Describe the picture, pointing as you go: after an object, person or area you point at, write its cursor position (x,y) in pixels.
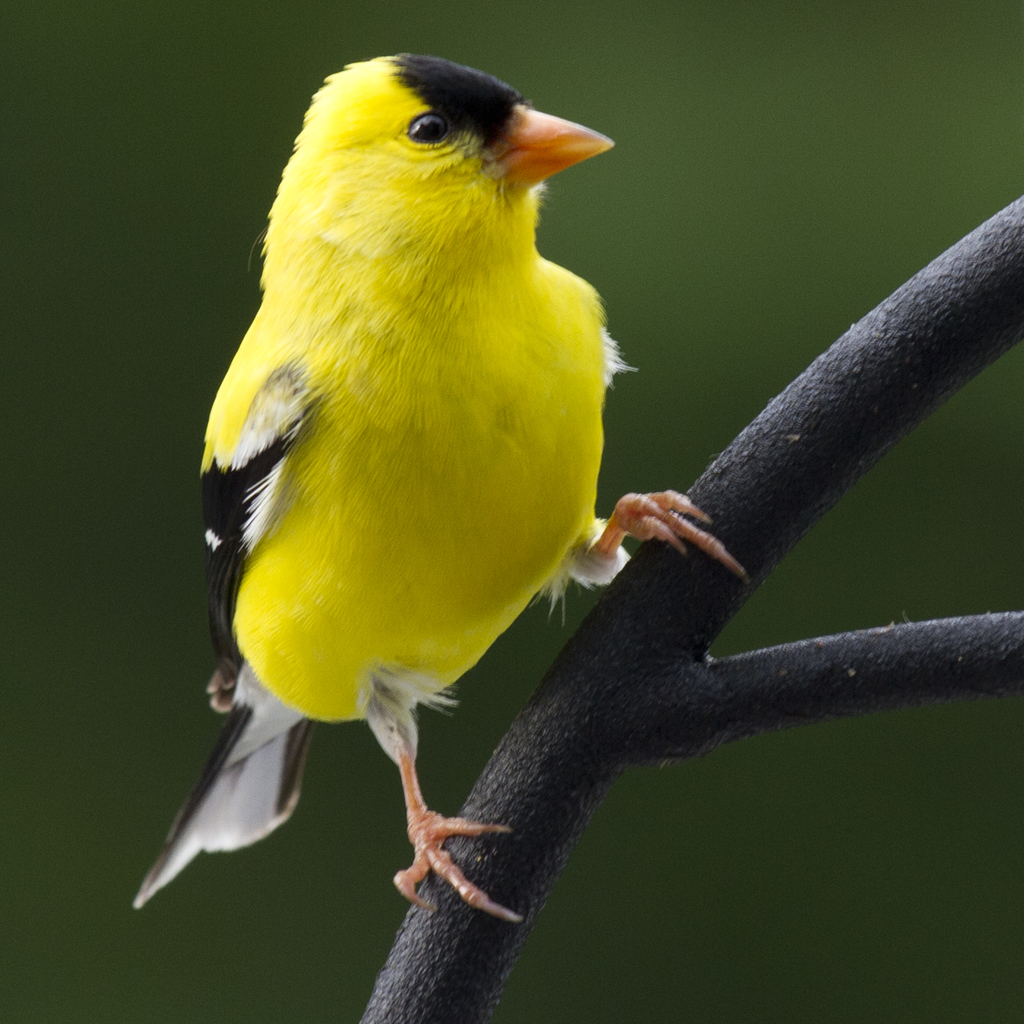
In this picture, it looks like a branch (475,805) and on the branch (506,762) there is a yellow bird (389,398). Behind the bird (358,350) there is the blurred background (678,348).
